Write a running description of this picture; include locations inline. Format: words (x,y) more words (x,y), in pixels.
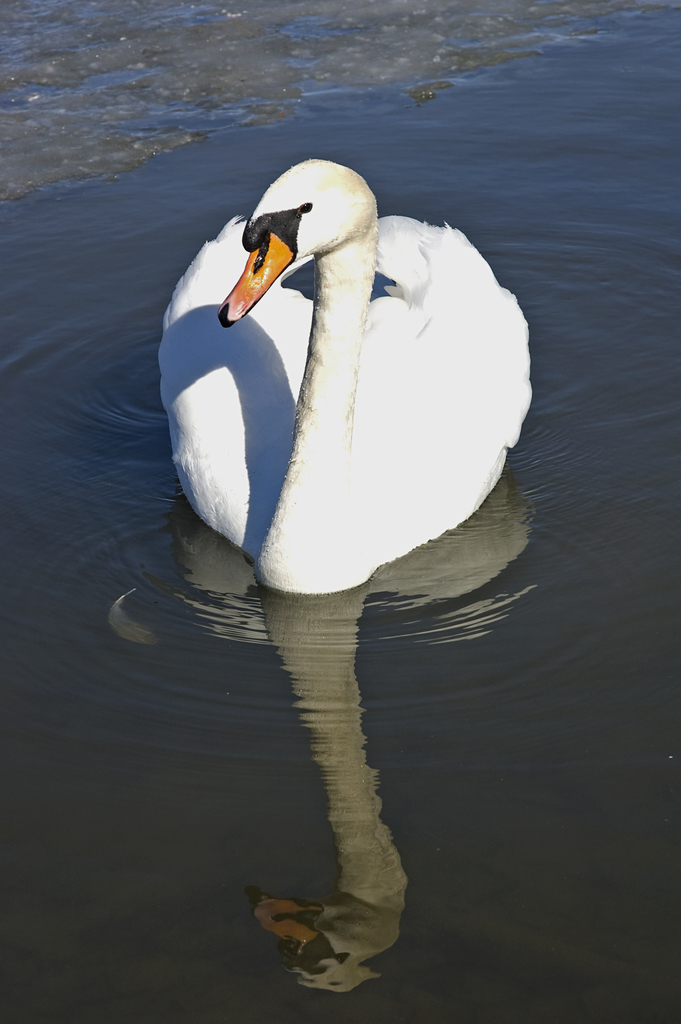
In this image, we can see a white swan (310,451) on the water (402,676).
